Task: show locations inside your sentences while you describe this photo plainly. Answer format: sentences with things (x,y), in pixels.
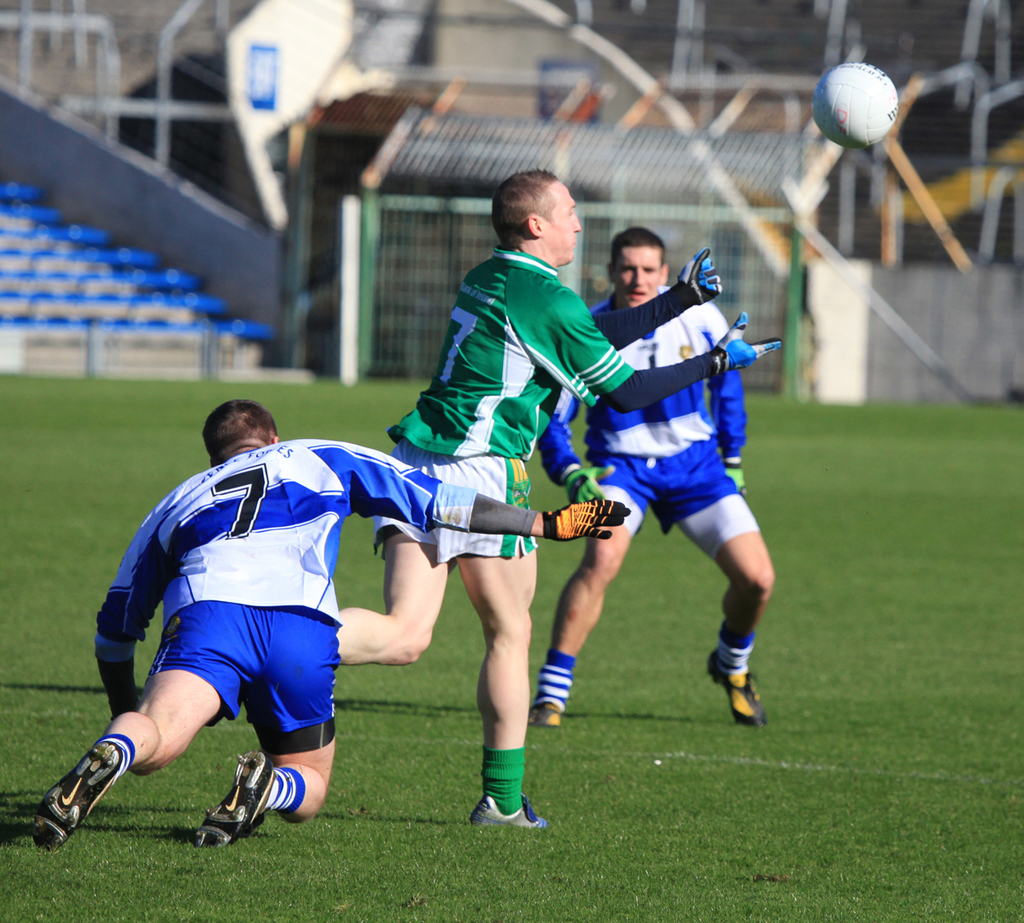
This image is taken at the stadium (618,139) of a football. In this image we can see there are three persons (654,441) playing football on the ground (807,750).
